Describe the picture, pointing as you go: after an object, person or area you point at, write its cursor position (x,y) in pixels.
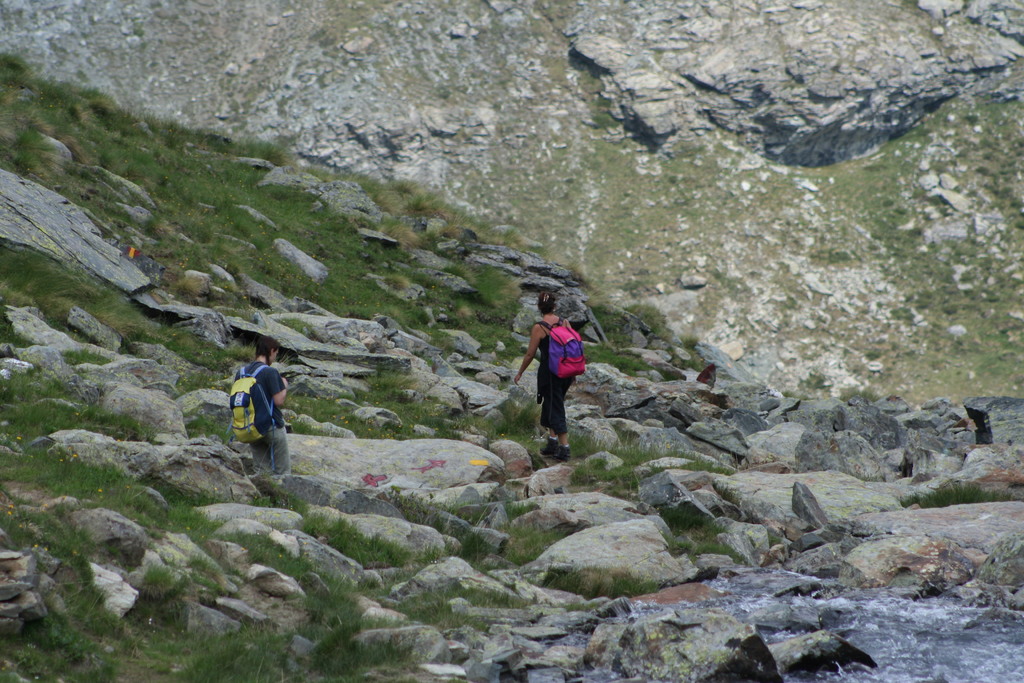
In this picture I can observe two members (548,371). Both of them are carrying bags (256,406) on their shoulders (547,322). There are some rocks (299,458). In the background (813,87) there is a hill (497,108).
